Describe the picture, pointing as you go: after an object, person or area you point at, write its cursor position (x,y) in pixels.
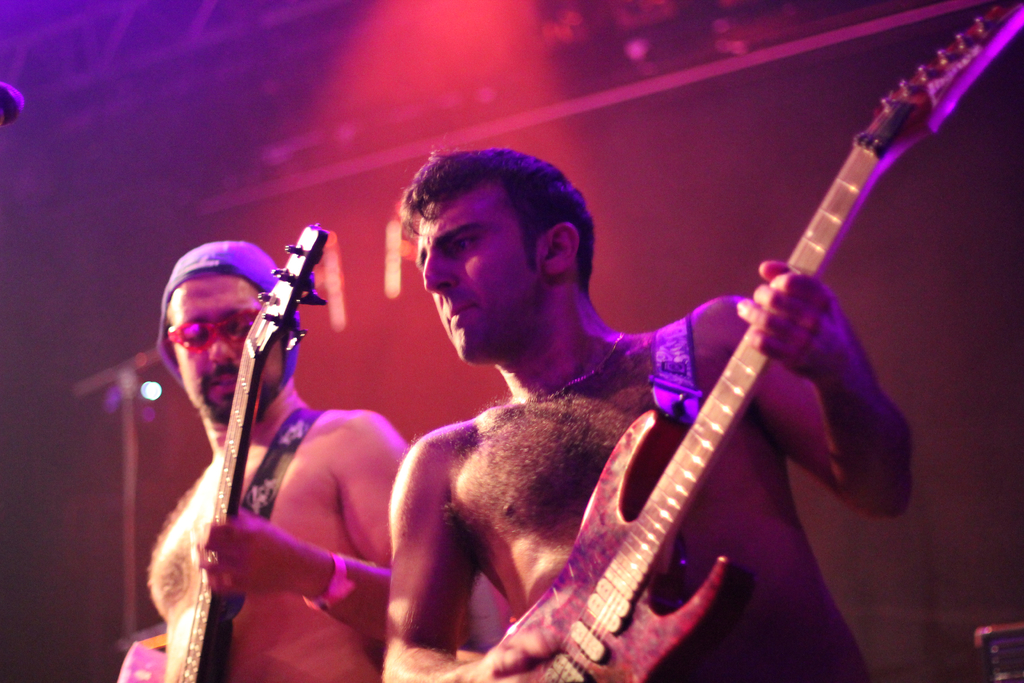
In this image, There are two men (709,351) standing and holding a music object (226,450), In the right side (1004,659) there is an amplifier (1003,646), In the background (957,296) there is a wall (320,194).
